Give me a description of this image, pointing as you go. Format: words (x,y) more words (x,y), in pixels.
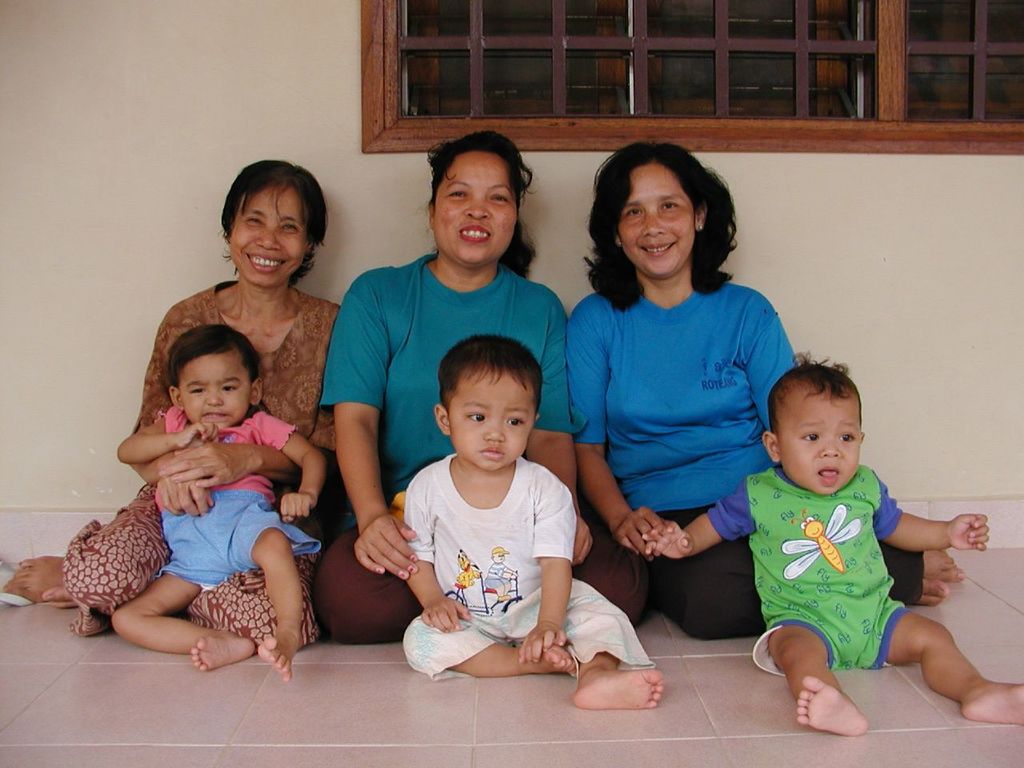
This image consists of 3 women (398,352) and 3 children (500,560). Women (298,335) are smiling. All of them are sitting on the floor (578,713).
